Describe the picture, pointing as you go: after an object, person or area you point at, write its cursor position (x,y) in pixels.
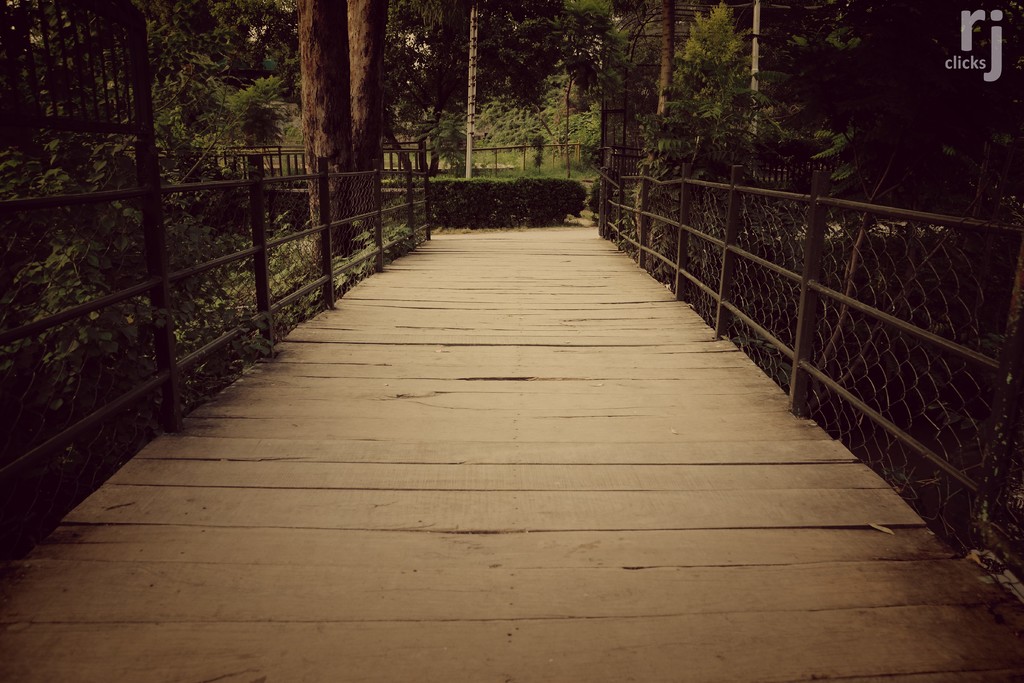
As we can see in the image there is bridge (491,383), fence (396,206), plants (632,189) and trees (347,118). The image is little dark.
